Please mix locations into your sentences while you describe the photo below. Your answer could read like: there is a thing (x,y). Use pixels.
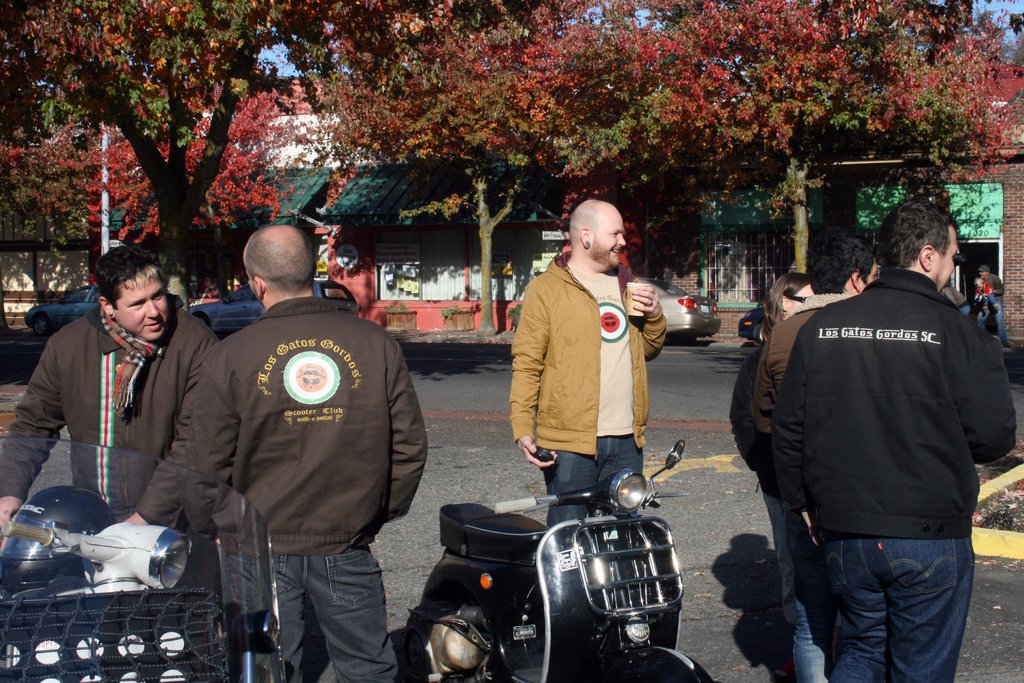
In the image there are many men (615,381) in jackets (410,421) standing on road (409,544) and two scooters (531,554) in the front (127,615) and in the back (650,61) there are trees (285,107) in front of a building (966,183) and cars (715,313) in front of it.
